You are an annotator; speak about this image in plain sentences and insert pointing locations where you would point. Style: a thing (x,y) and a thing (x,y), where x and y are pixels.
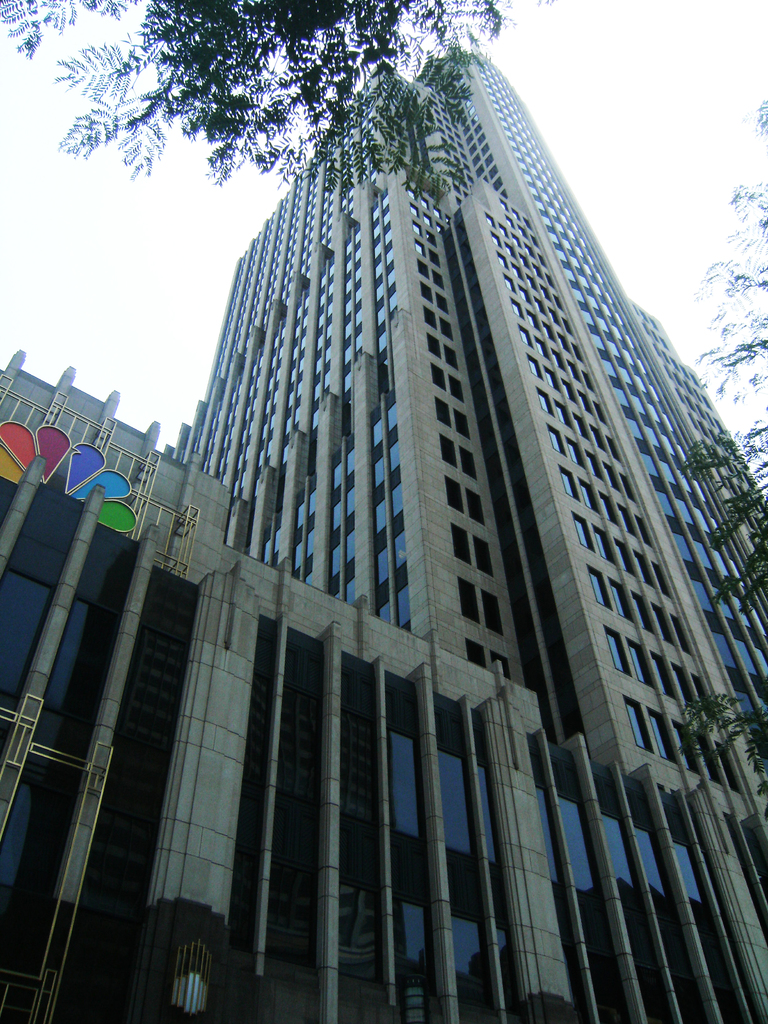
There is a tower building (343,301) and there are trees (297,49) beside it.
